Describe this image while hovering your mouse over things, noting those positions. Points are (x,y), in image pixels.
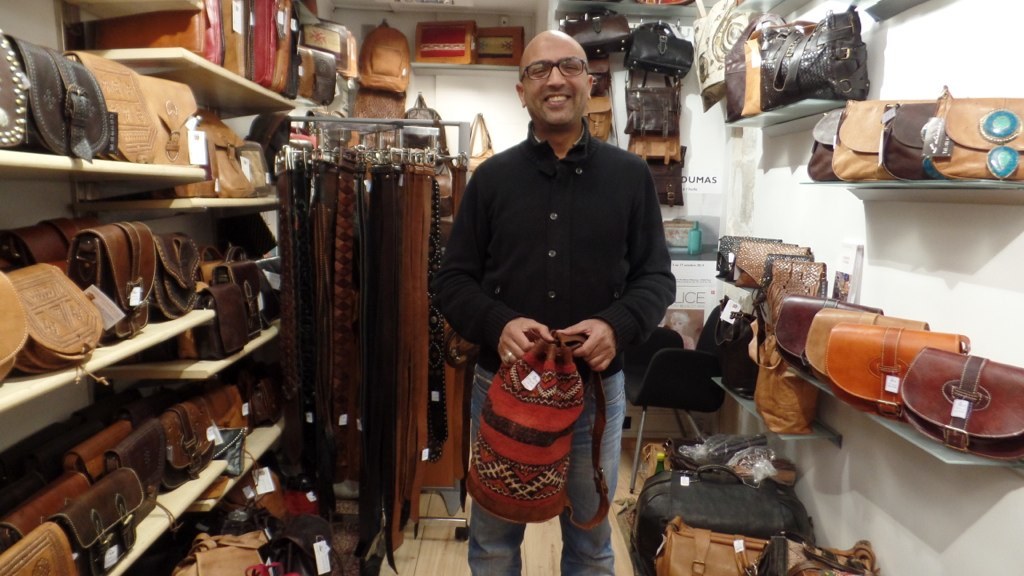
In this image i can see a man (530,294) is holding an object (549,347) in his hands (542,334) and smiling. I can also see there is few bags (972,360) on the shelf (914,181) and other clothes (362,285) are hanging.
